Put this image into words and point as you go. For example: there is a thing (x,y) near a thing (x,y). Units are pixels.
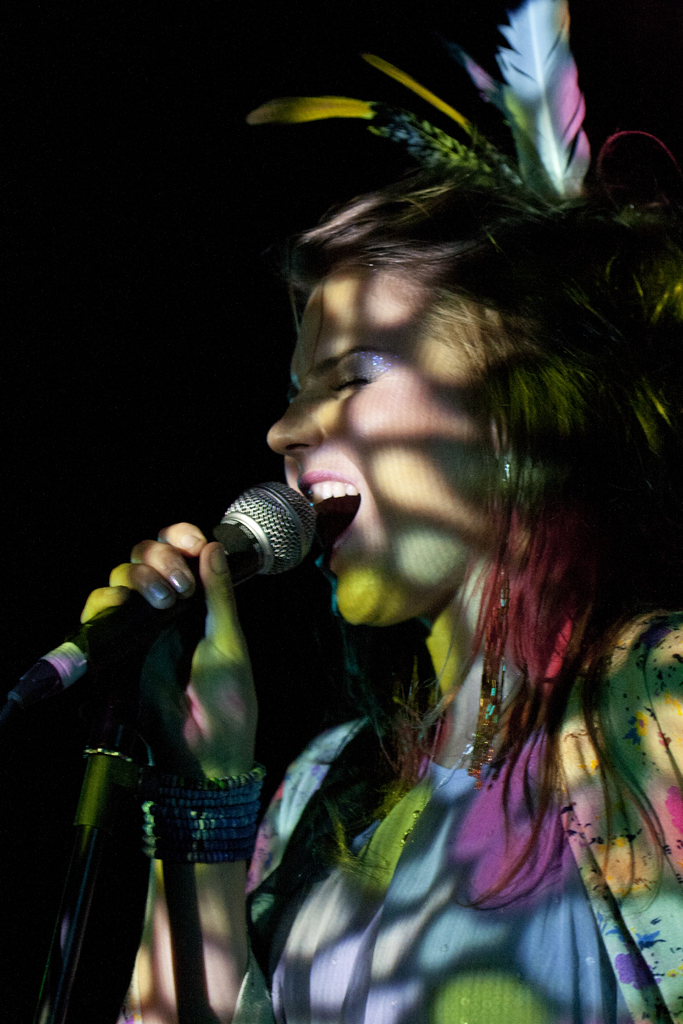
Here there is a girl (485,996) wearing colorful dress (526,943) and also holding microphone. She is singing some song there is a feather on her hair (530,288).
